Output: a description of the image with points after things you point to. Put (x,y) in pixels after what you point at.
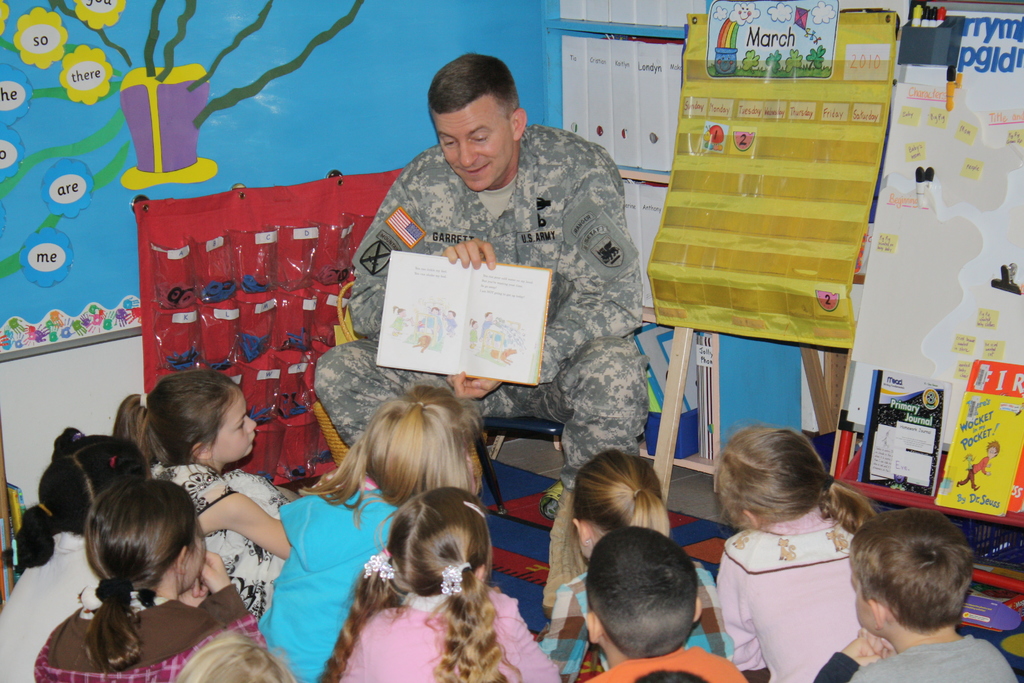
In this image in the center (529,249) there is one man (445,229) who is sitting and he is holding a book (416,329), and at the bottom (317,583) there are a group of children (816,578) who are sitting and in the background (220,111) there are some boards (891,325). And on the boards (839,201) there is some text (687,100) and also there are some paintings (63,265).
